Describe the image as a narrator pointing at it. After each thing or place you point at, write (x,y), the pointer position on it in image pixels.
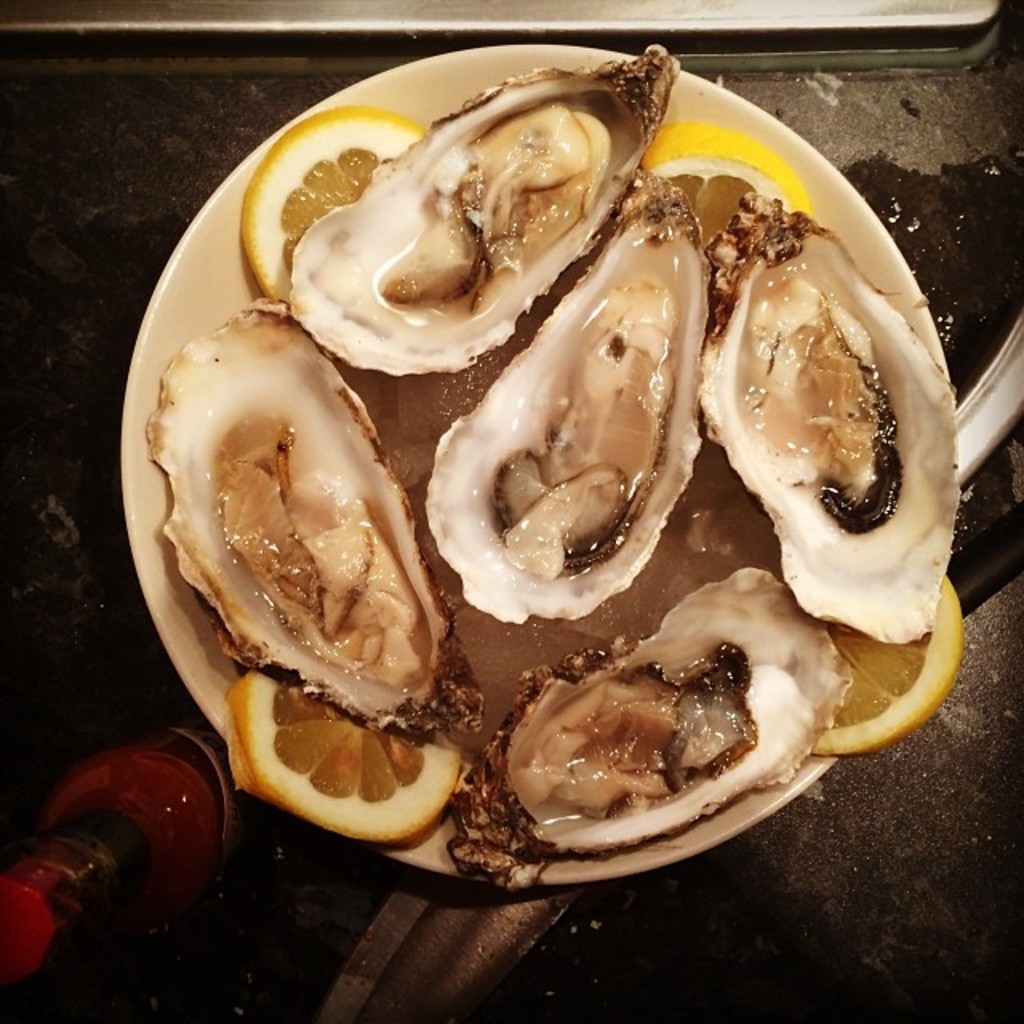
In this image, in the middle (414,673), we can see a plate (433,108) with some food item (574,201). On the bottom of the image (481,975), we can also see a knife (464,988). On the left side (6,975), we can see a bottle (6,975). In the background (168,21), we can see metal instrument (772,25), at the top right (905,219), we can see water (956,216) on the counter (954,787).
